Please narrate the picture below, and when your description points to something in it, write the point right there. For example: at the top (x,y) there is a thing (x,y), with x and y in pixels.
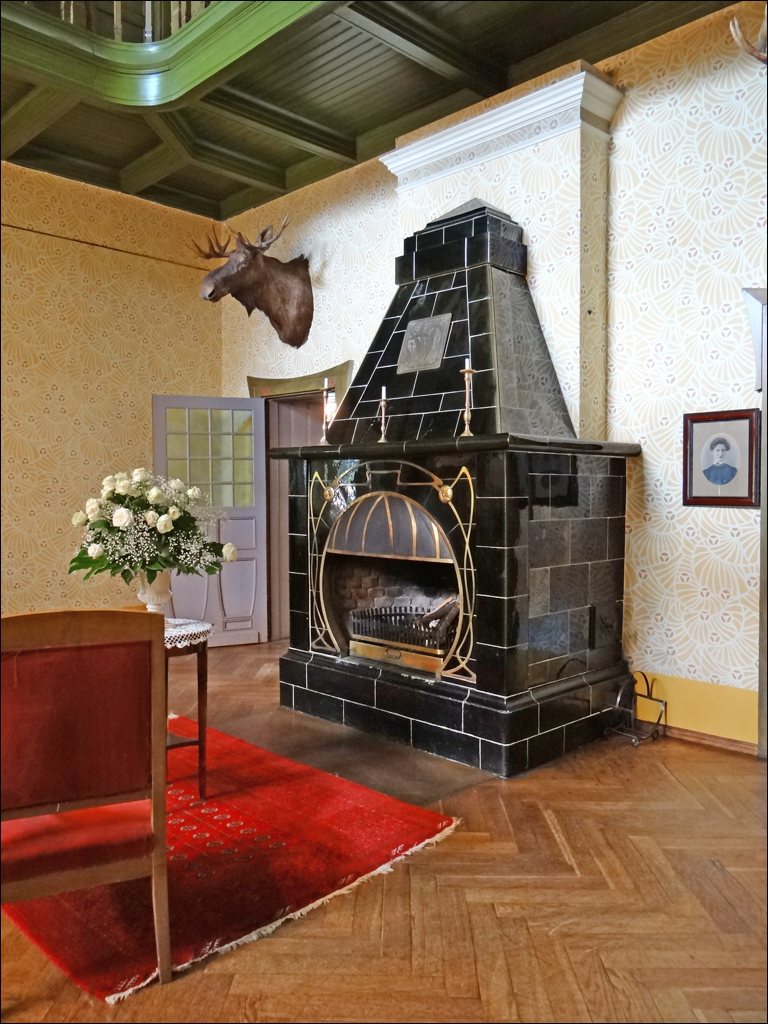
This is animal (305,281). This is wall (678,330), door (243,497), chair (72,754), table (203,654), plant (146,539) is present.
